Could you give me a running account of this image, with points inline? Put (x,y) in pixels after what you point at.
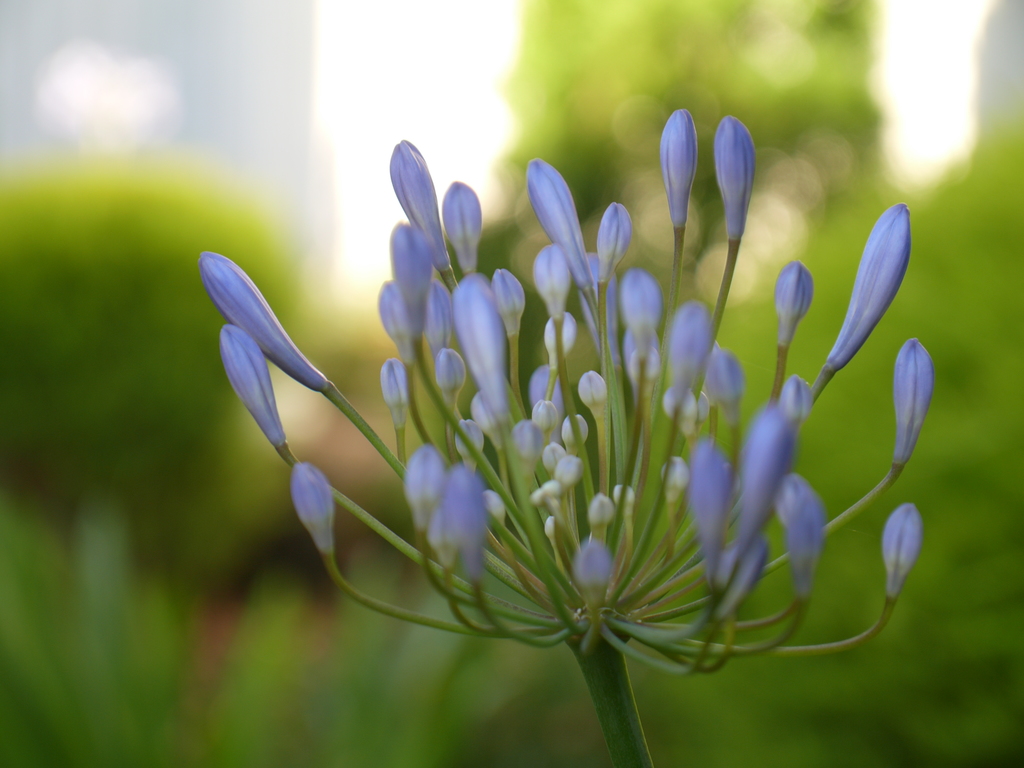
This image is taken outdoors. In the background (245,410) there are a few trees (697,59) and plants (998,318). In the middle of the image (635,353) there is a plant (618,682) with a few buds (507,298).
